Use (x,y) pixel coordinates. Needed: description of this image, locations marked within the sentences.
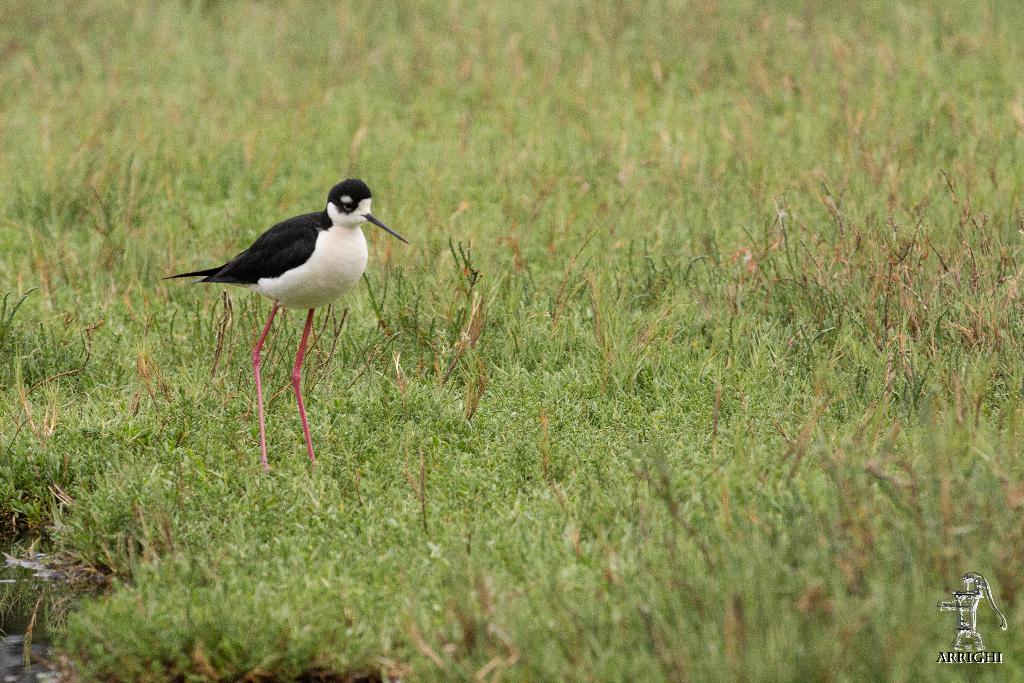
In this picture I can see a bird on the grass (352,532).
